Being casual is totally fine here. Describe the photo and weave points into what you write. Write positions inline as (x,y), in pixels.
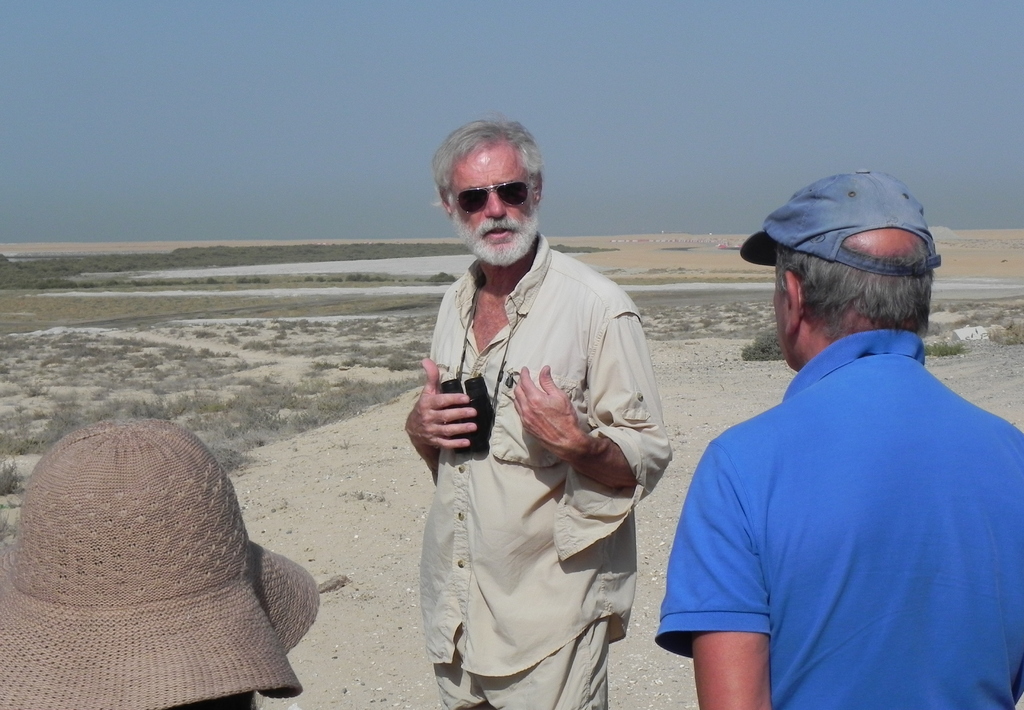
In this picture, we can see a few people (455,355), we can see the ground (337,420), we can see some dry plants (310,411), and the sky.
